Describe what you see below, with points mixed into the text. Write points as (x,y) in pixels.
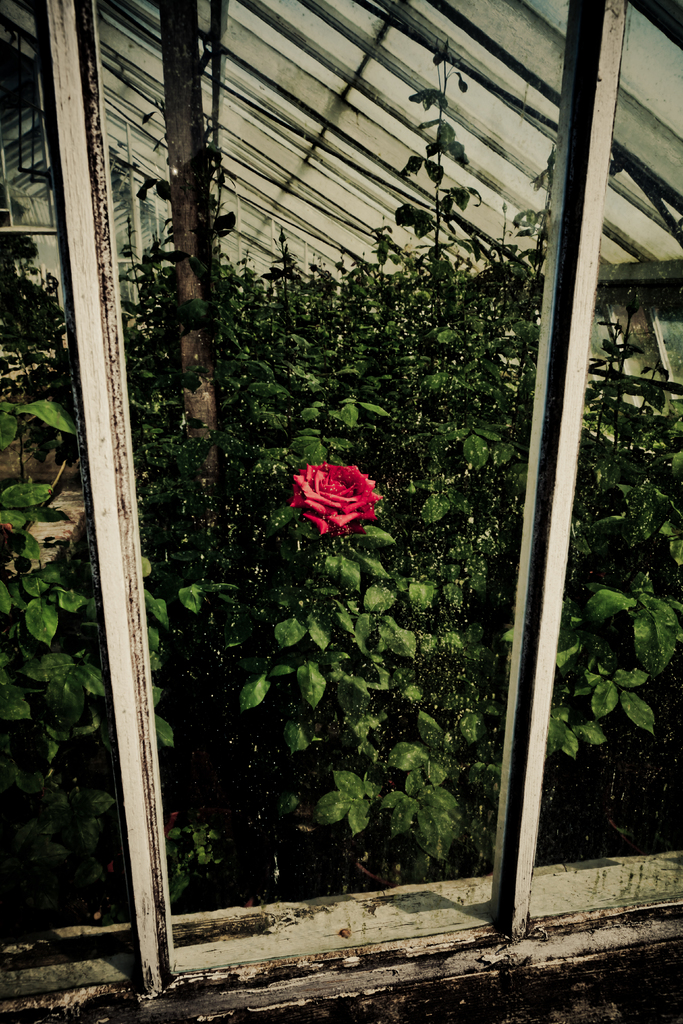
In this image we can see the metal poles (590,201). We can also see a flower (360,491) to a plant (428,691), a group of plants (464,393), the bark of a tree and a roof (473,86) with some metal poles (451,116).
